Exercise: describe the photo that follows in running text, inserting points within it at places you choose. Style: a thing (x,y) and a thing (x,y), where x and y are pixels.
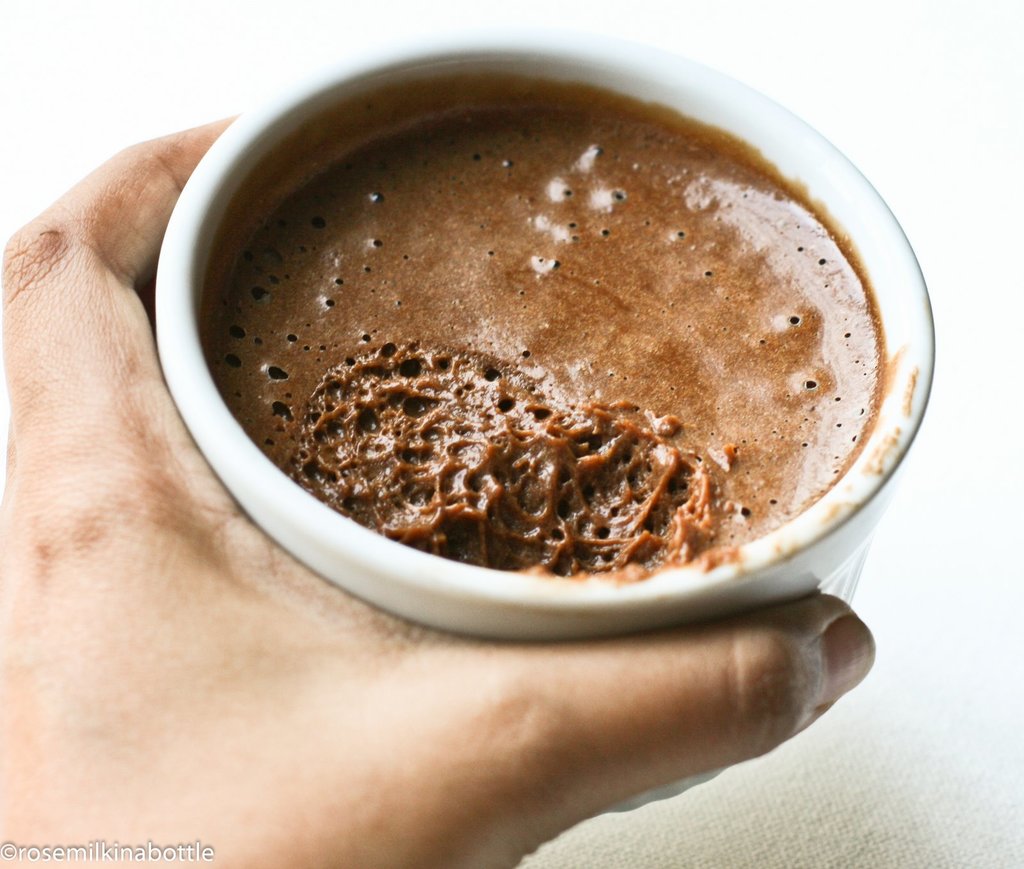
In this image I can see a person's hand (290,625) which is holding a cup (868,506) and at the bottom (202,861) I can see text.
